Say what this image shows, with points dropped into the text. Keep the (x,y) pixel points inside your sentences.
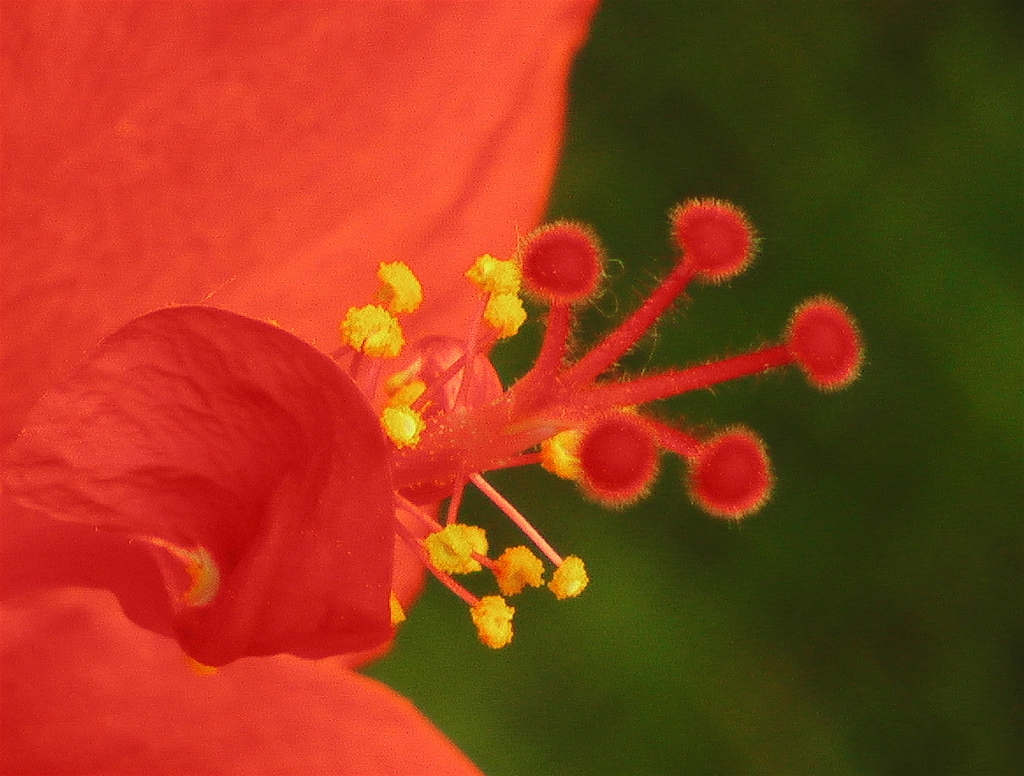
It is a zoom in picture of a flower (375,243), the background of the flower (354,79) is green.
